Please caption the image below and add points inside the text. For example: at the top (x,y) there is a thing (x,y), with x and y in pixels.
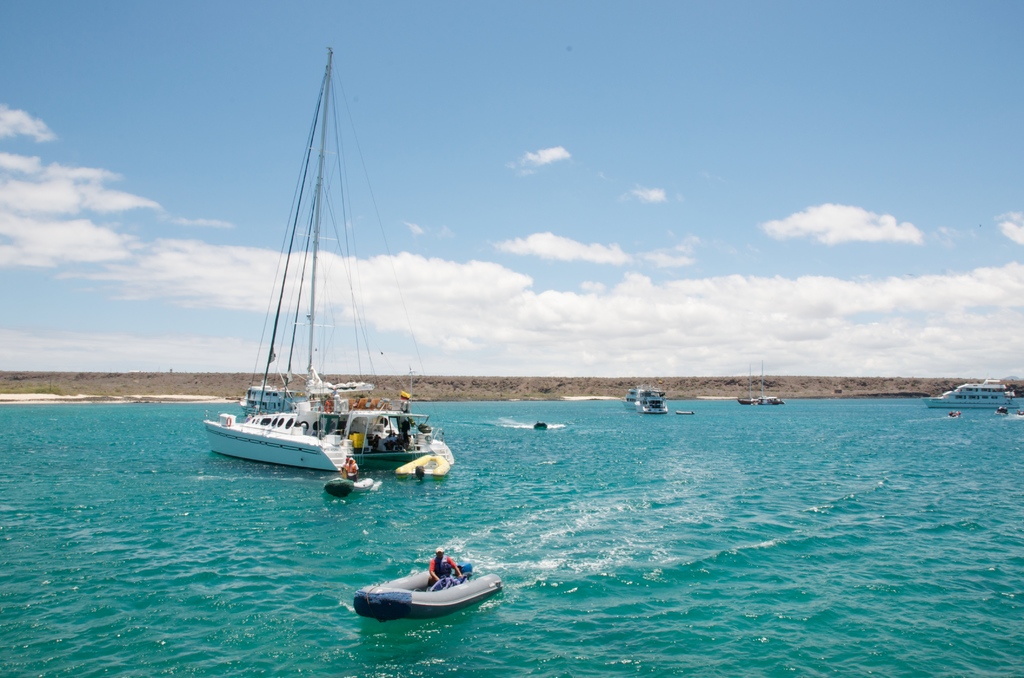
In this picture, there is an ocean (274,549). On the water (649,440), there are some boats (356,412). At the bottom (436,594), there is a boat (415,598) with the person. In the background (711,393), there is land (497,387) and a sky (424,187) with clouds (427,265).
